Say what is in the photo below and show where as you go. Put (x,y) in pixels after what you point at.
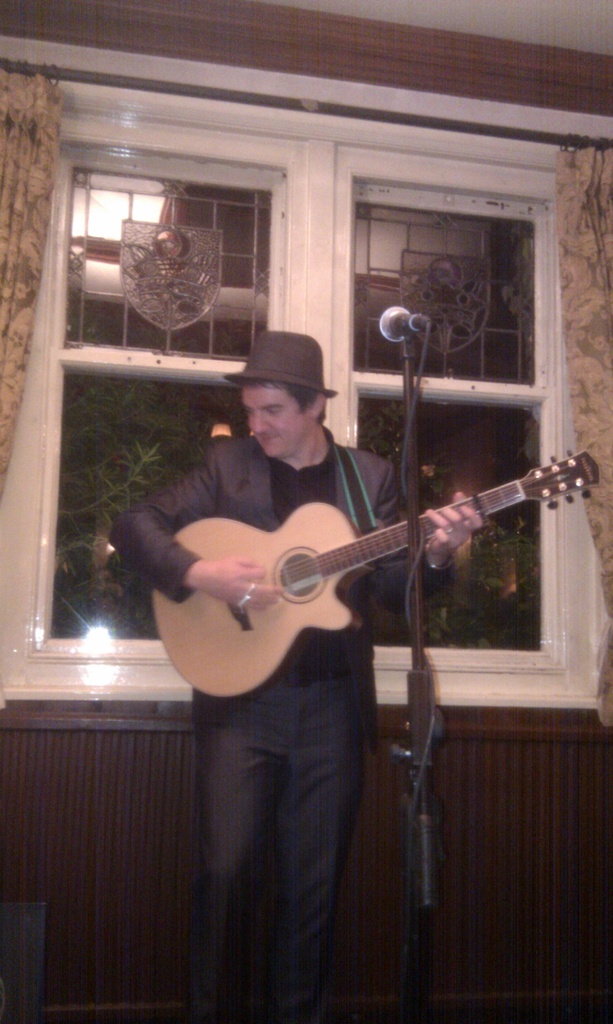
In the image we can see there is a person (252,573) who is standing and holding guitar (561,475) in his hand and in front of him there is a mic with a stand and the person (258,354) is wearing cap (277,376) and formal suit (283,680) and behind him there is a window (189,251) and there are curtains (580,209).
